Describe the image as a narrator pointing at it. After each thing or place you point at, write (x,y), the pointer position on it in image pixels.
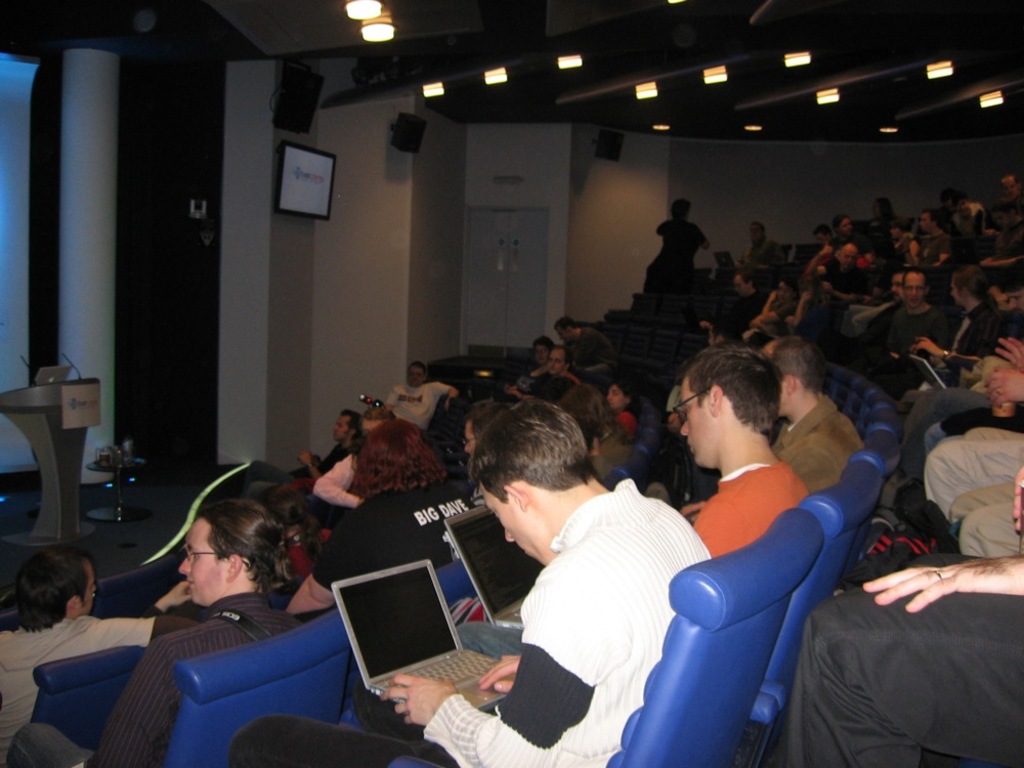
In this image we can see people (694,391) sitting and some of the people (473,624) are holding the laptops (490,555). At the top (488,75) we can see the ceiling lights (726,81). Image also consists of a television (311,174), a podium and a coffee table (116,480). Door (524,288) is also visible.
